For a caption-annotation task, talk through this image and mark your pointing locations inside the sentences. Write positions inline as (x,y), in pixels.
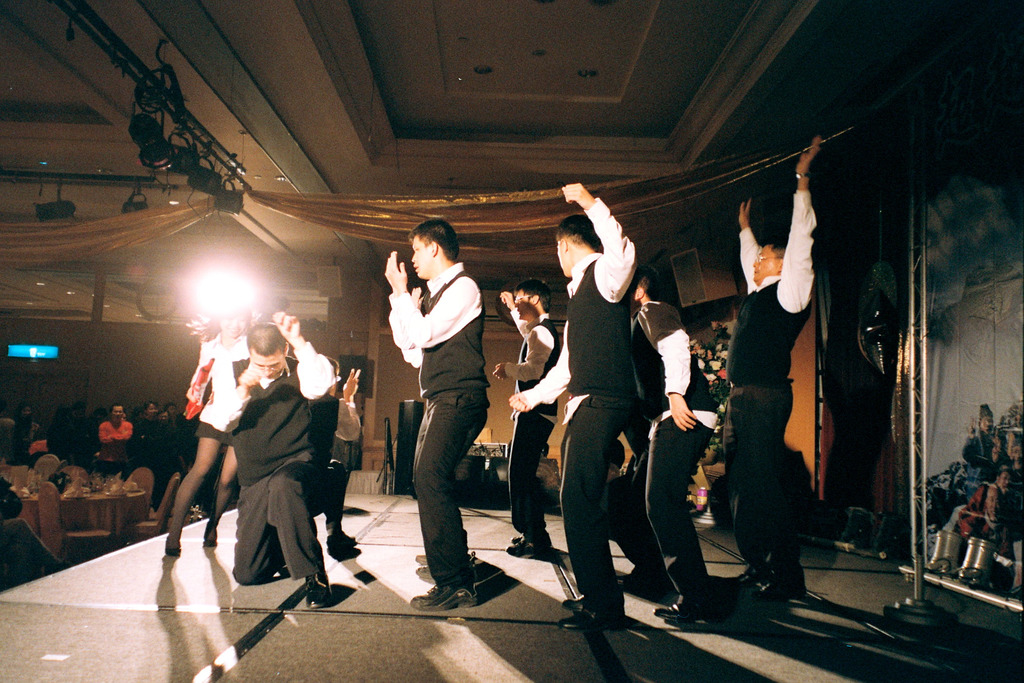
In this image we can see a group of people (538,493) on the stage (516,570). In that a man (313,566) is sitting on his knees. On the right side (924,414) we can see a pole (932,615) and some lights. On the left side (66,525) we can see a table (77,512), some chairs (48,536) and a group of people (70,448) standing. On the backside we can see some curtains (275,207), lights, speakers (398,441) and a roof (331,157).
